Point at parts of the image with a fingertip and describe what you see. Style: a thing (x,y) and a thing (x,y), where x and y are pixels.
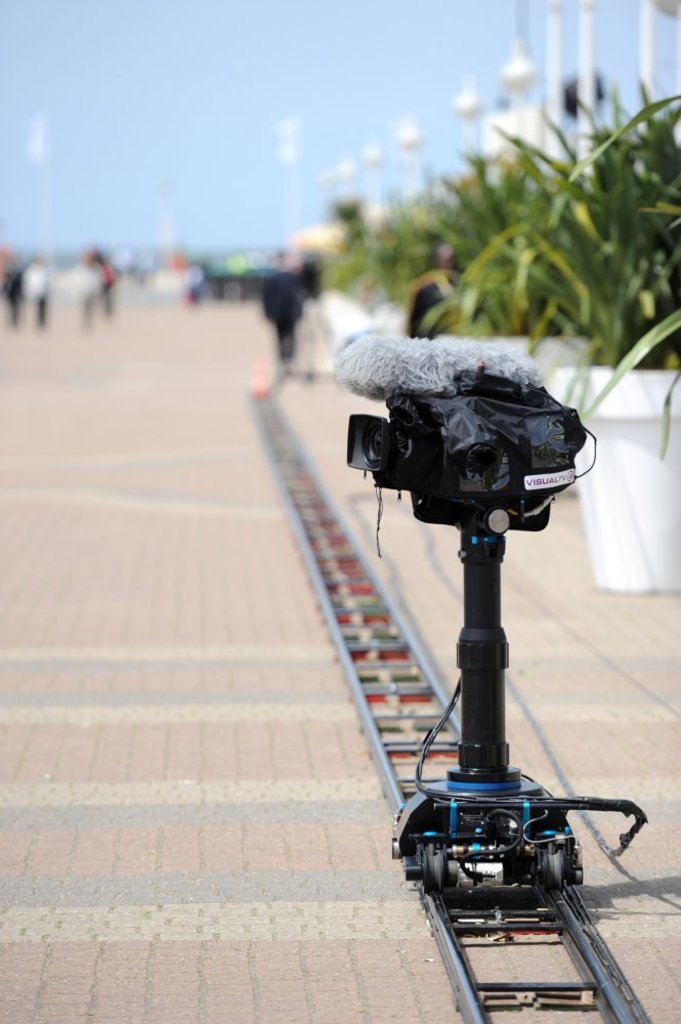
In this image there is a camera (374,445) rolling on the tracks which is on pavement (343,428) beside that there are people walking and some plant pots (589,278).
